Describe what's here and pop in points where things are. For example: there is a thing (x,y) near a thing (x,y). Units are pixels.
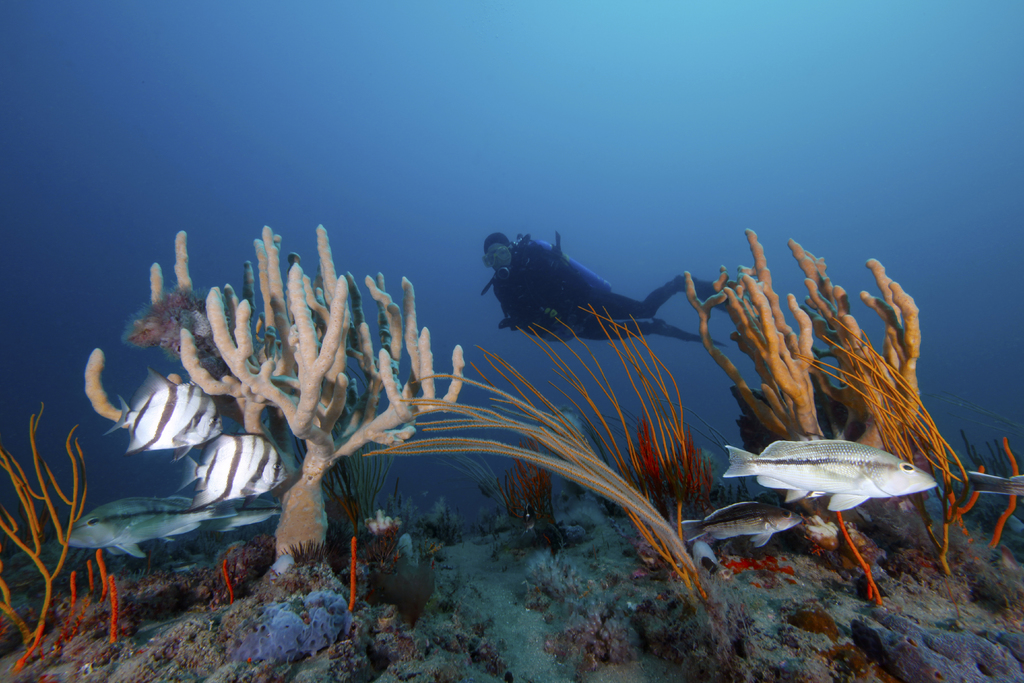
In this image we can see a person (520,283) diving into water (426,175) and there are water plants (754,426) and we can see fishes (801,484).
